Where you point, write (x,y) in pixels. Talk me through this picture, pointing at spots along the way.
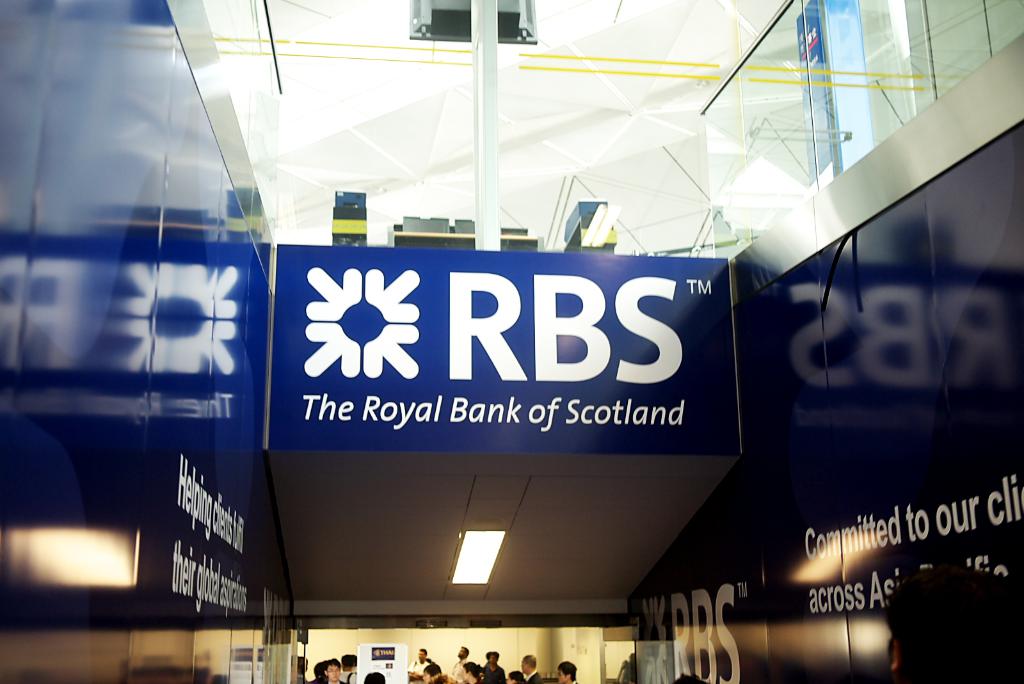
This image is taken inside the building (572,549). At the bottom (525,665) we can see few people (467,661) and at the top (425,220) we can see some objects (439,218). We can also see ceiling lights (487,536) in this image.
